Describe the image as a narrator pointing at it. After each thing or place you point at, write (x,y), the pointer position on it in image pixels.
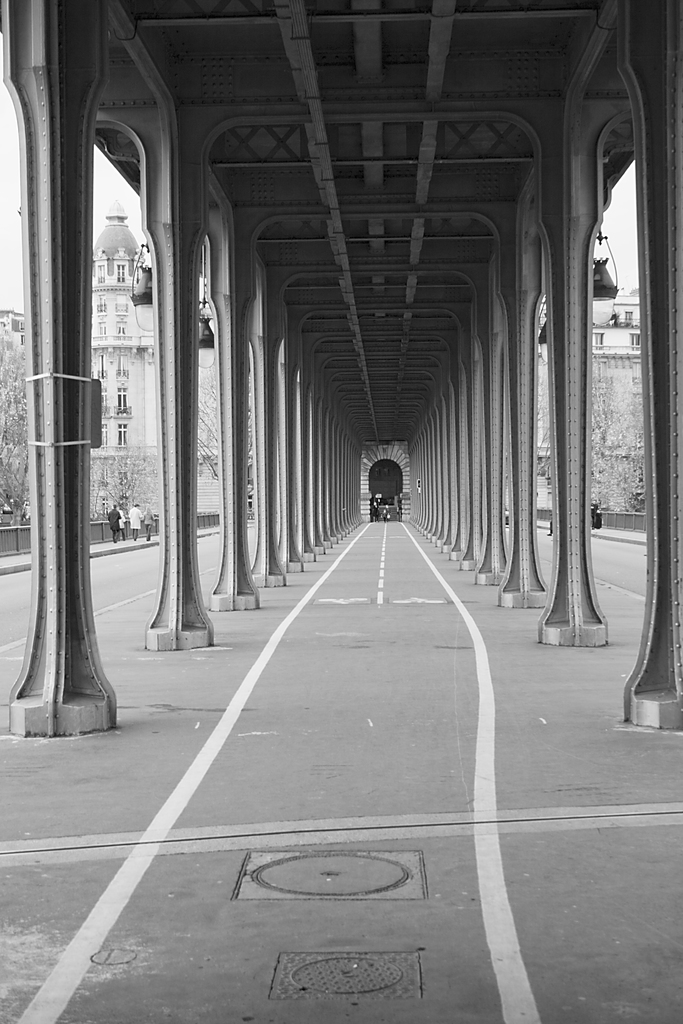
We can see pillars (326,463) and lights (603,300). In the background (138,523) we can see people (112,524), fences (101,527), buildings (634,314), trees (139,497) and sky (100,195).
